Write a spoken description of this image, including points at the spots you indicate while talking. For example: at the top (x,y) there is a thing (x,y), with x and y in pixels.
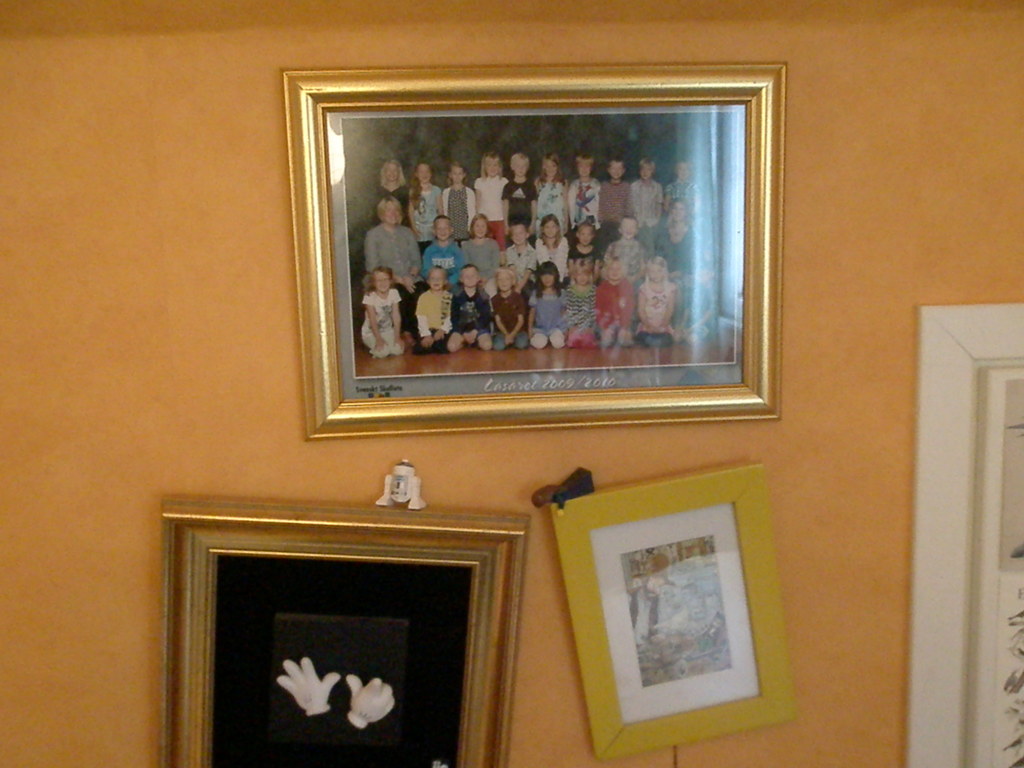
In this image I can see few frames (725,543) are attached to the wall (845,399). In the frame (547,122) which is at the top (624,244), I can see few children (596,253). Few are sitting on the floor (483,355) and few are standing.
